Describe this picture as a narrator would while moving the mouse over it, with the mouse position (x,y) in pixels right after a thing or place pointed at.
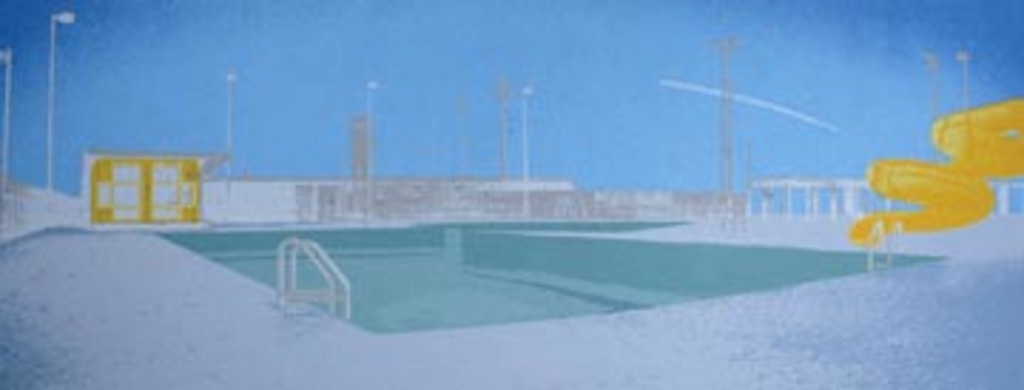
In this image there is a painting (532,169). There is a swimming pool (499,288). Right side (941,190) there is an object (889,216). There are street lights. Background (122,196) there are buildings (120,212). Top of the image (580,102) there is sky (465,74).
